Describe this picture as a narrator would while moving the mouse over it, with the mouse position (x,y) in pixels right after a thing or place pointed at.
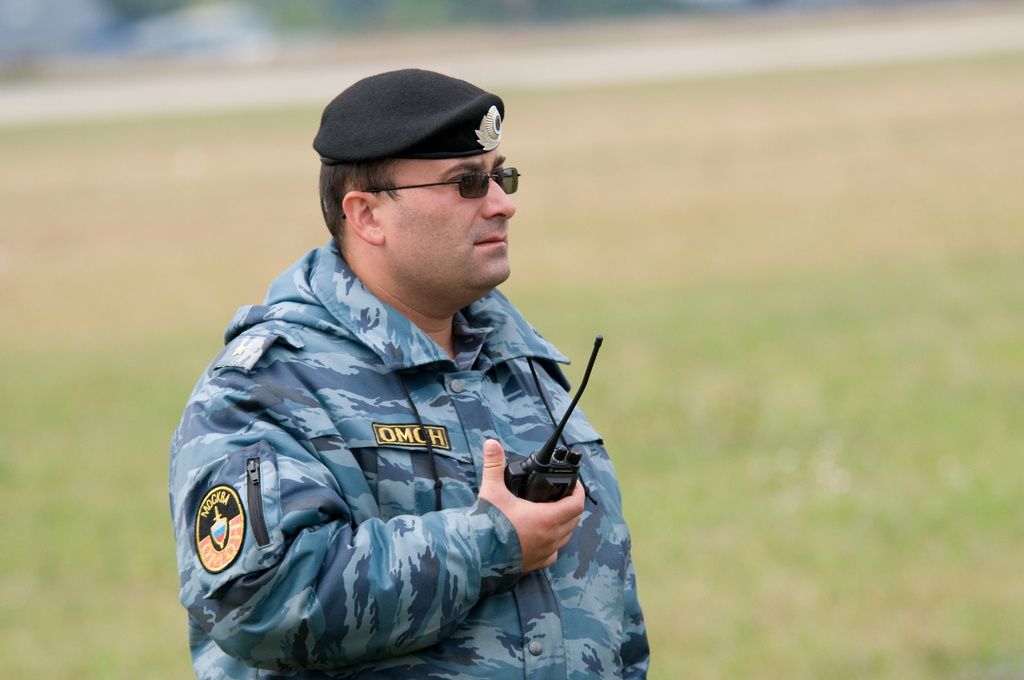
There is a person (376,467) holding a walkie-talkie (541,471) wearing specs (470,187) and cap (456,143). He is having emblem (224,518) on the dress (412,446). In the background (686,243) it is blurred.
